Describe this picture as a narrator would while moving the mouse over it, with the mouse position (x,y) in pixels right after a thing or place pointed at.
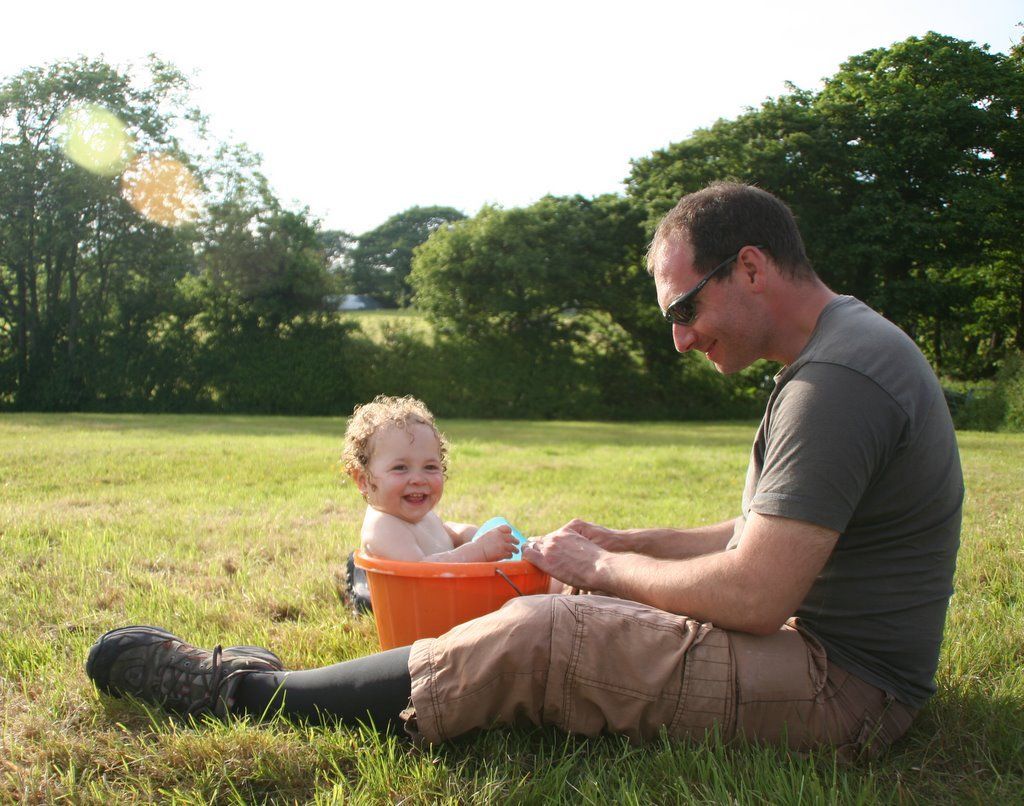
This images clicked outside. There is a person (587,558) and a child (404,542). Child (403,479) is sitting in bucket (458,588). This person (705,334) is wearing grey color shirt (820,472). There are trees (529,354) in the middle (622,372). There is sky (480,60) on the top (363,108). There is grass (274,722) all over the ground (268,752).
